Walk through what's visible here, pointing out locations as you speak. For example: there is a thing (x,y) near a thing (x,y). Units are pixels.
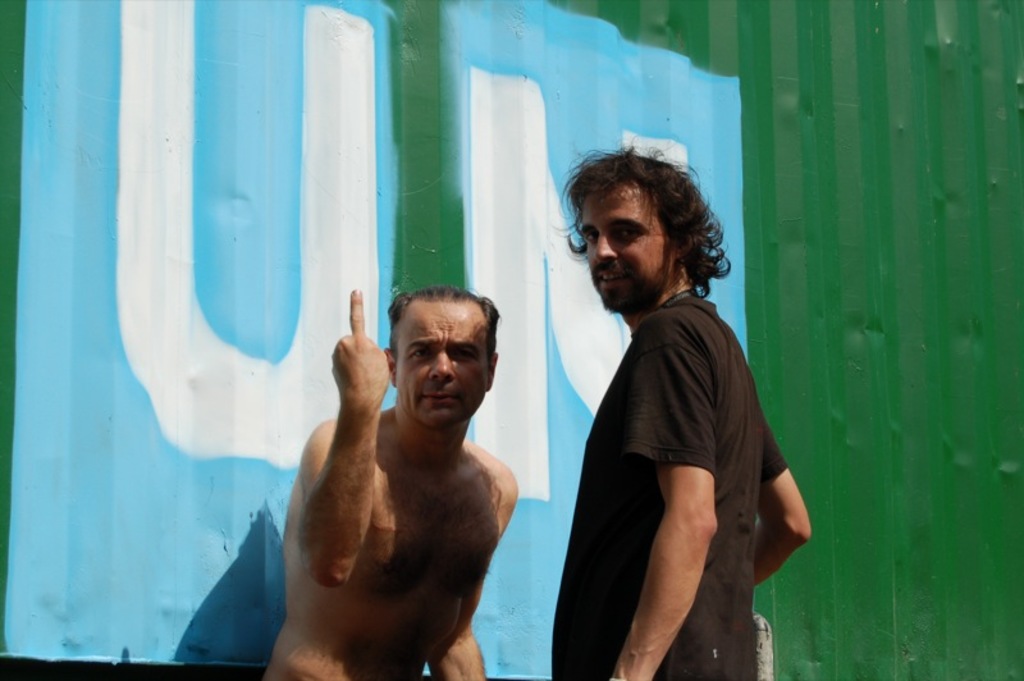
In this image we can see two persons (490,465), there is the text (519,307) on the wall (65,443).
